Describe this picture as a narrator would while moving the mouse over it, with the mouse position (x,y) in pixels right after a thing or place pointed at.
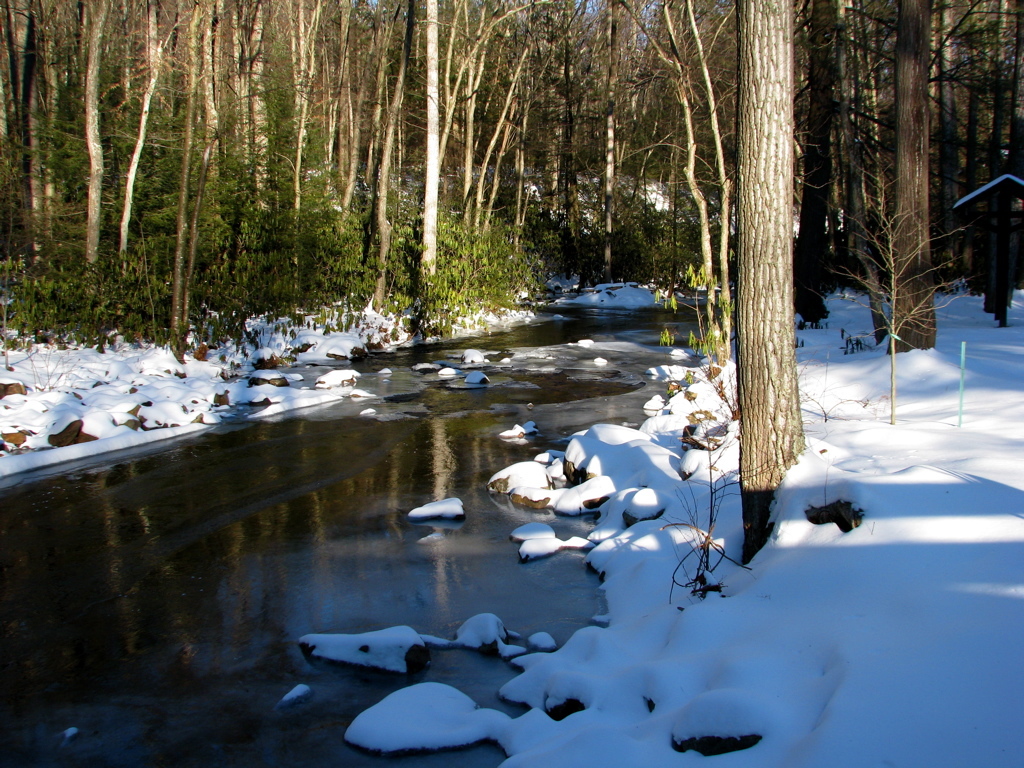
In this image, we can see trees (410,77) and plants (308,278) and there is a stand (1003,239). At the bottom (441,522), there is water (340,543) and snow (748,734) and there are rocks (440,510).
